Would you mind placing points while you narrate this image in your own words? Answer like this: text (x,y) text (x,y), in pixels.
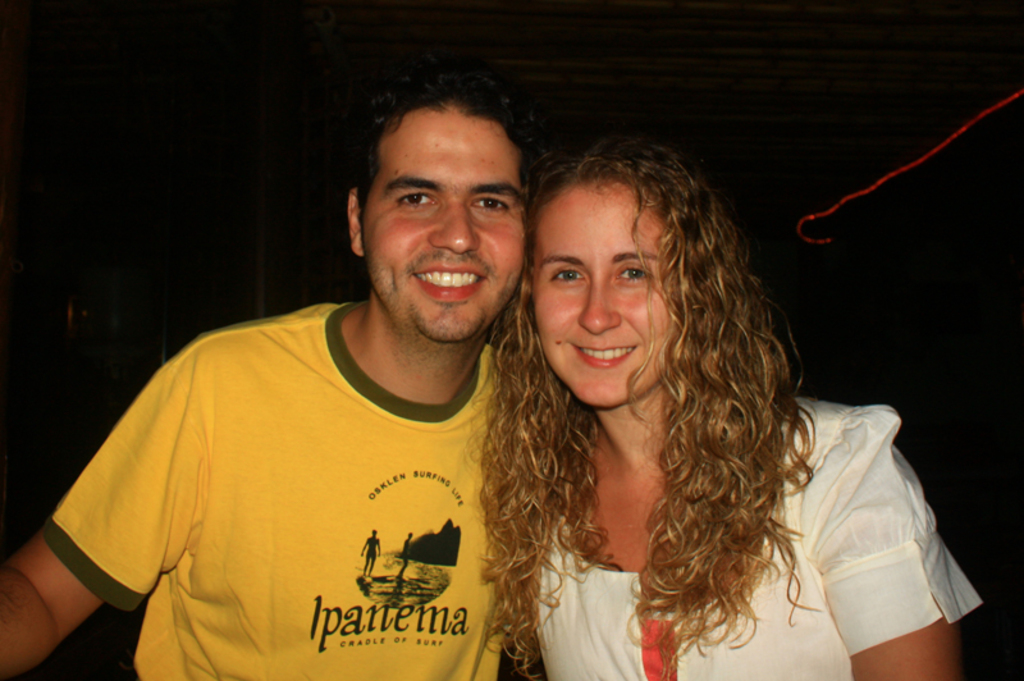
As we can see in the image in the front (473,433) there are two persons (465,390). The woman (665,421) on the right side (755,511) is wearing white color and the man (446,387) is wearing yellow color dress (302,485). The image is little dark.
